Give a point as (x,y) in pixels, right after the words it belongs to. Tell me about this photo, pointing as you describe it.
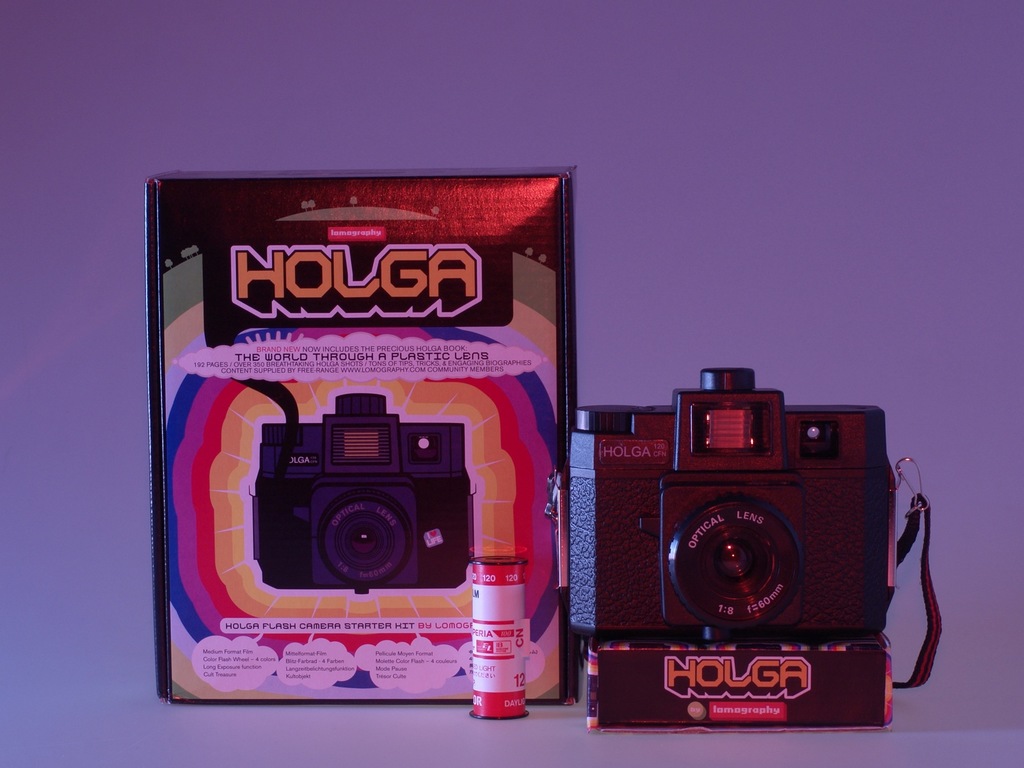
There is one camera (724,564) kept on a white color surface (442,728) as we can see on the right side of this image (691,584). There is a box (326,449) on the left side of this image (313,491). There is one object (492,661) in the middle of this image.
